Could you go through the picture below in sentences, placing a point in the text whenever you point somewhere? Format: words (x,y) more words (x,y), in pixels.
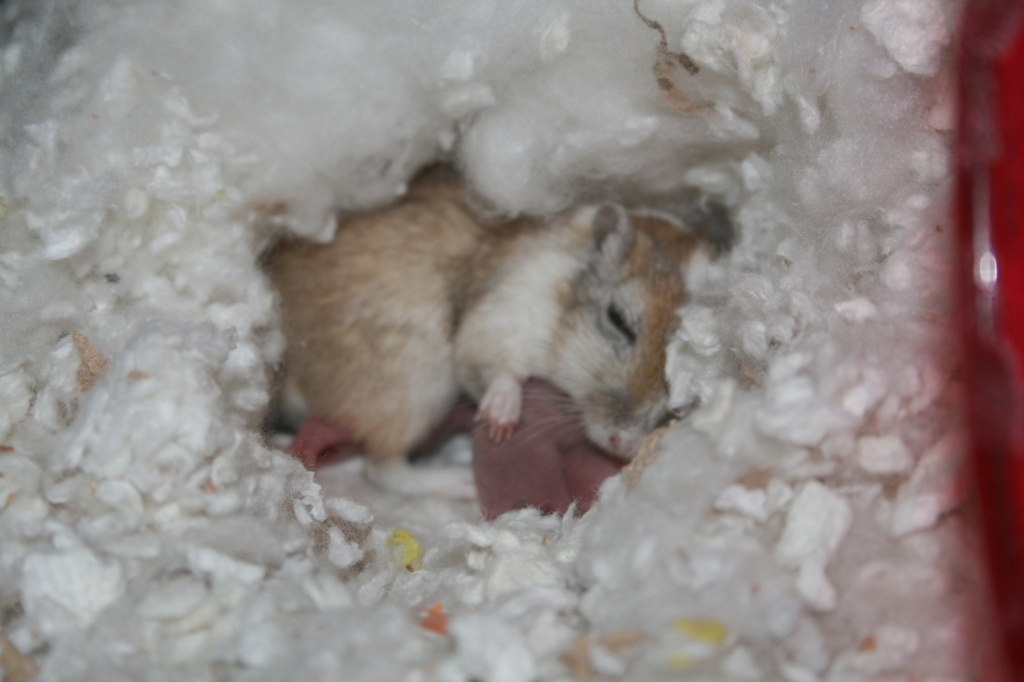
In the middle (442,355) we can see a rat (453,294) and around it there is cotton (748,299) and on the right side (959,178) we can see a red color object (974,187).
